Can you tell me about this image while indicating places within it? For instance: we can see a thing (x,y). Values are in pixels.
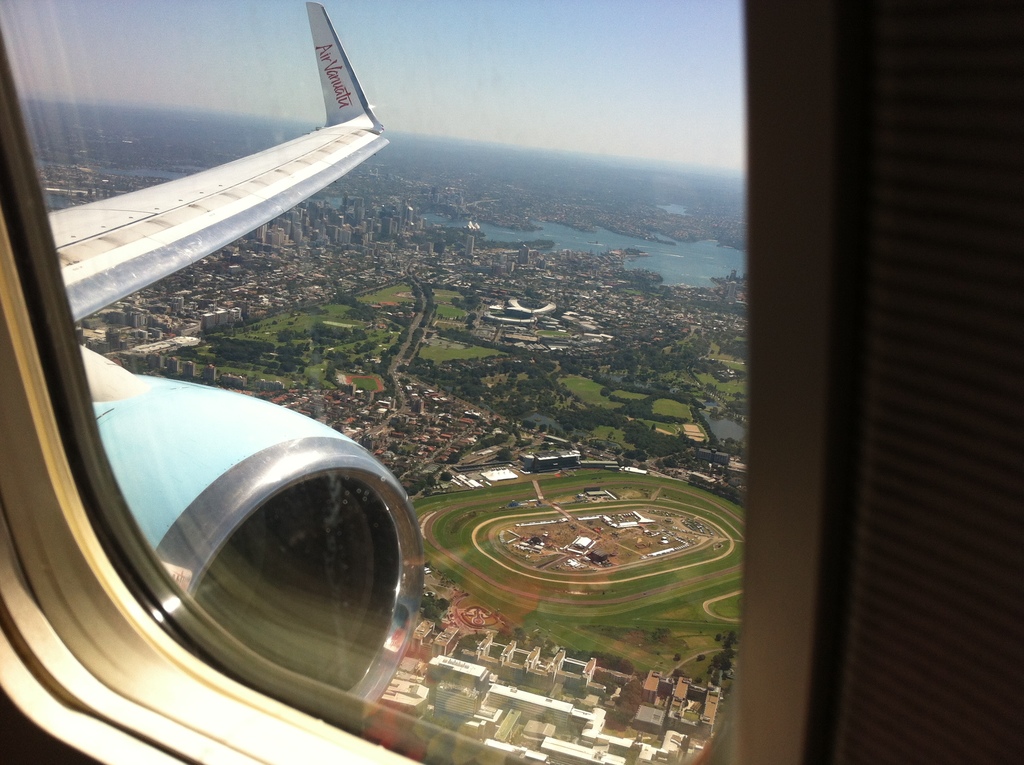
In the picture we can see a view from the flight window (822,386), we can see a wing (81,301) and engine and under it we can see a land (572,584) with grass surface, trees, houses (448,400), and in the background (179,102) we can see a sky (179,102).
